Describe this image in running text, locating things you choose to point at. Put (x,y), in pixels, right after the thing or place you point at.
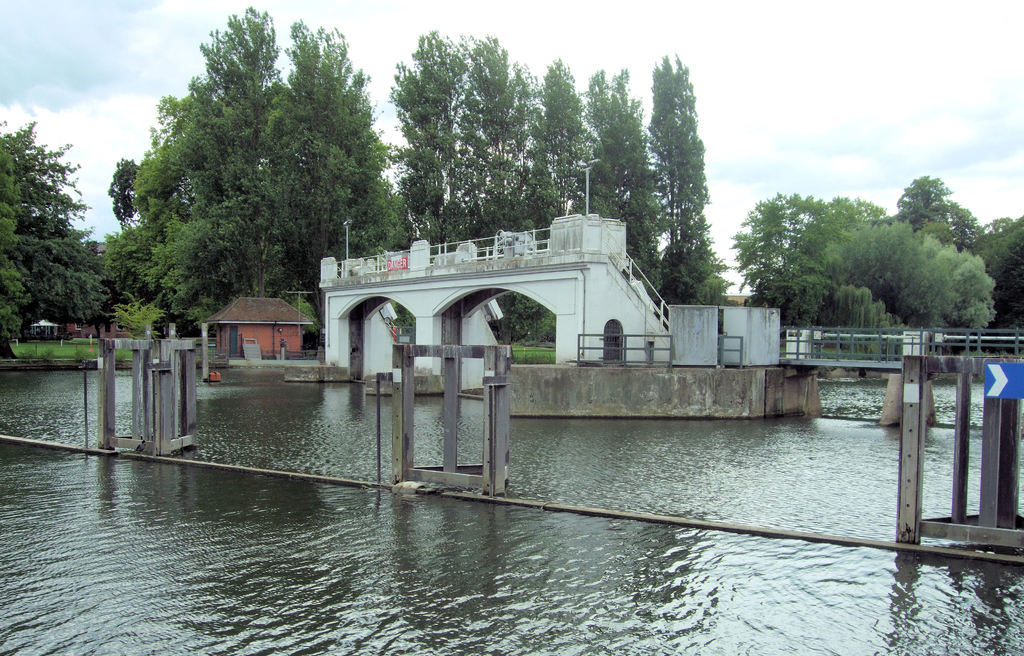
Here we can see water (877,554), bridge (857,336), poles (149,347), grass (123,359), trees (225,284), and houses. In the background (779,34) there is sky (728,111) with clouds (900,139).
